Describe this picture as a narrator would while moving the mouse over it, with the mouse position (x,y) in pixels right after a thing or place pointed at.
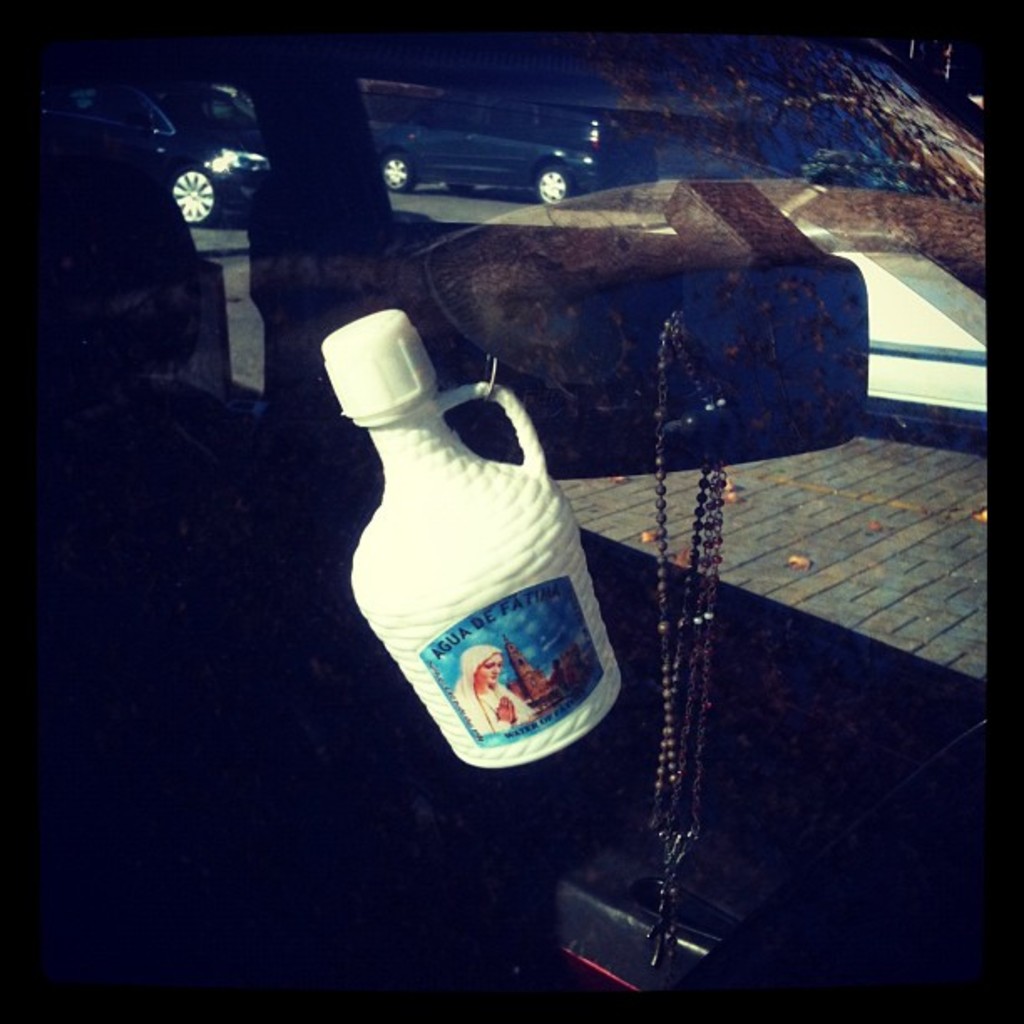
This image contains car (547,409), chain (667,753), bottle (442,535) and road (495,214).
